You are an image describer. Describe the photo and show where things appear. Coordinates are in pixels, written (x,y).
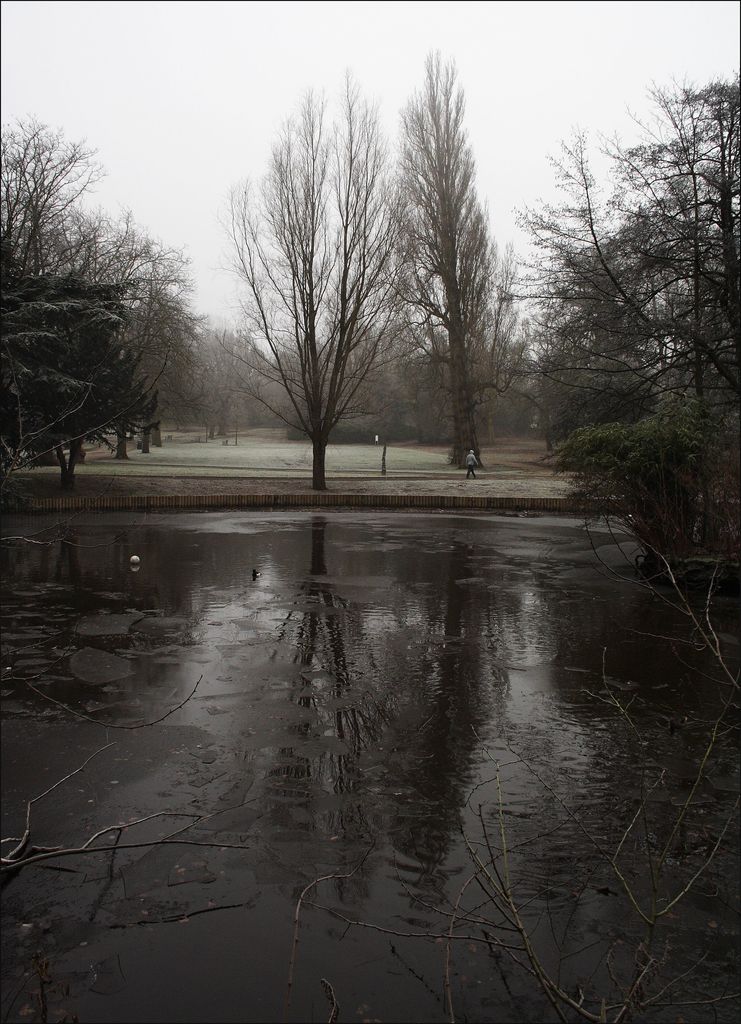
In this image we can see sky (165,142), trees (480,438), person (472,450) and water (282,657).
